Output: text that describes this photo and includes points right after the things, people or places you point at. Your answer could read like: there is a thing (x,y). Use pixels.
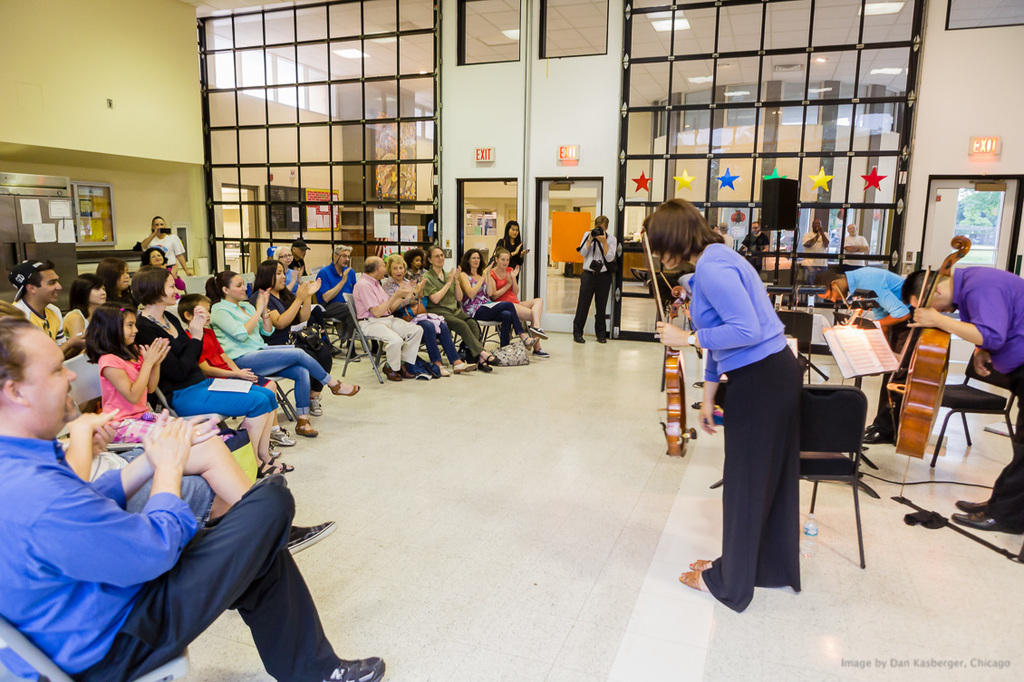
On the left side (124,296) there are many people (176,343) sitting on chairs (354,304). On the right side (776,384) there are many people (793,382) holding musical instruments (678,349). There are chairs (833,410). In the back (343,99) there is a glass wall (367,114) and doors (552,218). Also there are exit boards (482,153) on the wall (512,151). On the left side (125,99) there is a wall (81,119). Near to that there is a cupboard (40,236).
